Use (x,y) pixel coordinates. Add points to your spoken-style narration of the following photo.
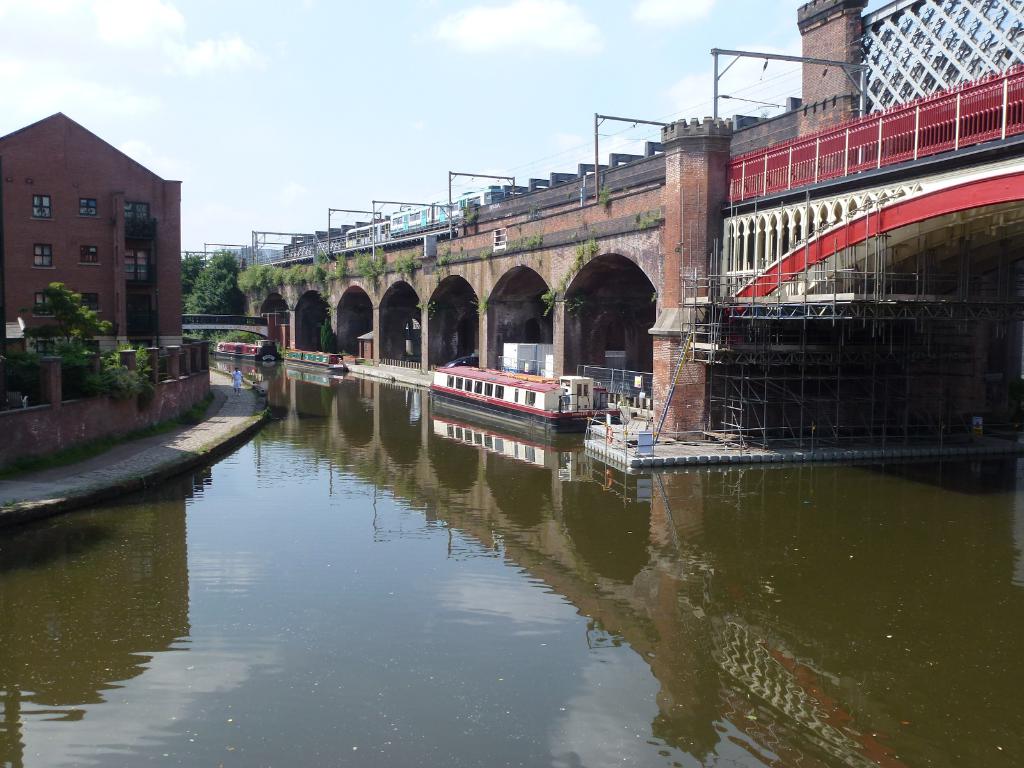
In the center of the image (658,417) there is a bridge (842,142). To the left side of the image (4,261) there is a building (145,212). In the center of the image (532,495) there is water (284,477).
